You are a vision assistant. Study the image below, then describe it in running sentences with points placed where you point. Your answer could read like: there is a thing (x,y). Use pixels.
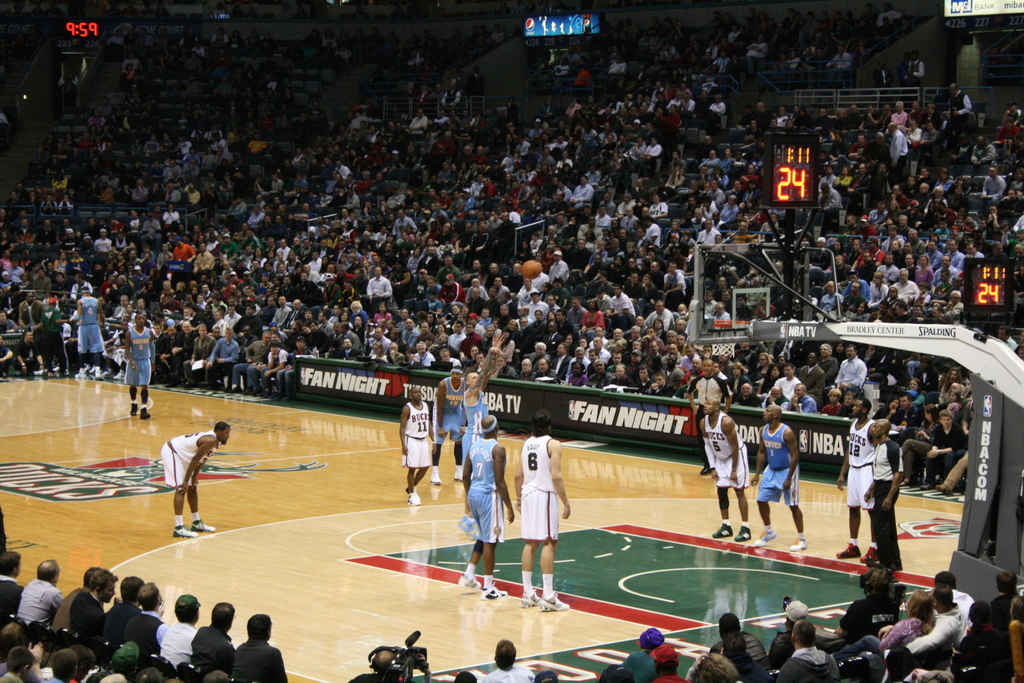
in the center of the image (484,454) we can see a group of people (546,477) standing on the floor (292,501). In the foreground (54,606) we can see a person (390,658) holding camera (395,666) and a group of people (225,641) sitting. On the right side of the image (761,317) we can see a goal post (961,338), two scoreboards (788,159). In the background (321,281), we can see some audience (409,269) and a board (390,389) with some text (514,412) on it.
